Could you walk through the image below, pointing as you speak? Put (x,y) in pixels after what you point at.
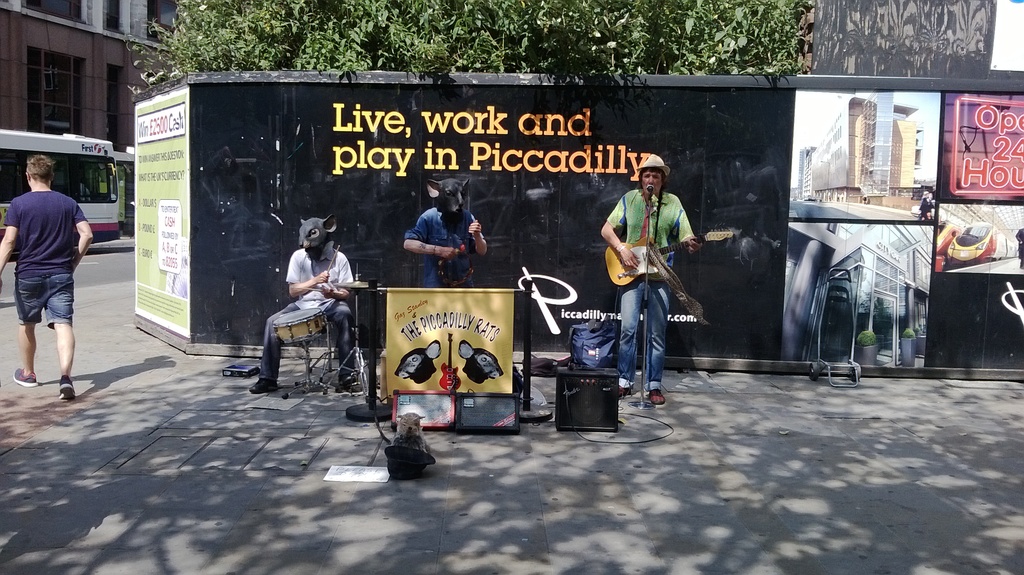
In this image there are three persons (415,247) playing musical instruments (656,269). These two persons (429,219) are wearing mask (321,236), person (641,204) towards the right (695,231), he is wearing a hat (652,173) and holding a guitar (719,236). Towards the left corner (28,166) there is a man (7,231) walking. In the background (396,111) there are trees (290,61), building (83,98), bus (83,147) and a shed (445,143).
